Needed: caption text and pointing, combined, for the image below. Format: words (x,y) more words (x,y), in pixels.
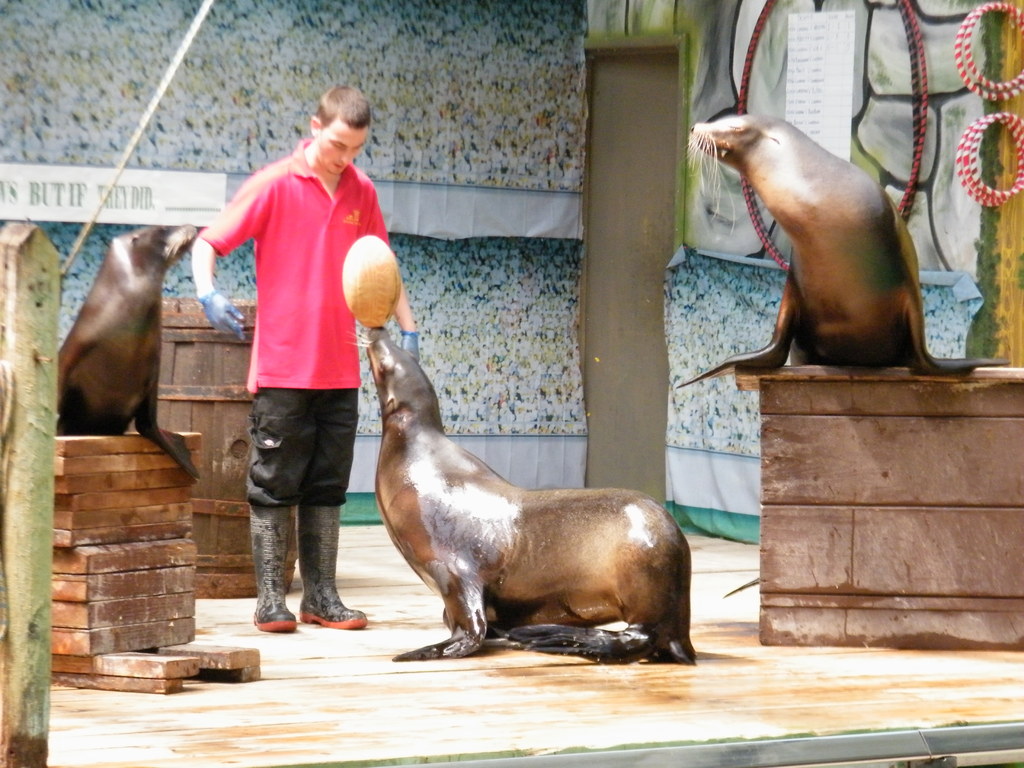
In the center of the image (342,499) there is a person (261,334) standing wearing gloves (410,339). There are animals (546,539). In the background of the image (384,113) there is wall (392,122). At the bottom of the image (316,661) there is wooden flooring (328,715). To the left side of the image (183,559) there are wooden boxes (89,572). There is a wooden pole (19,482).
